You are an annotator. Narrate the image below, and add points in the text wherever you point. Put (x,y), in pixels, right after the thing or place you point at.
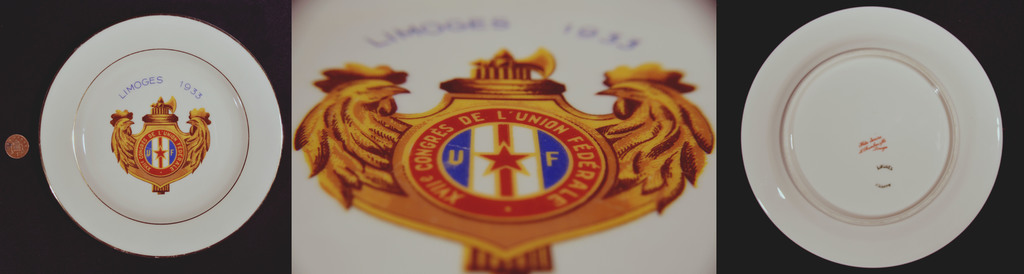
In this image, we can see a logo (553,168). There is a logo (420,159) and some text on the plate (127,137). There is an another plate (893,123) on the right side of the image (789,150).
